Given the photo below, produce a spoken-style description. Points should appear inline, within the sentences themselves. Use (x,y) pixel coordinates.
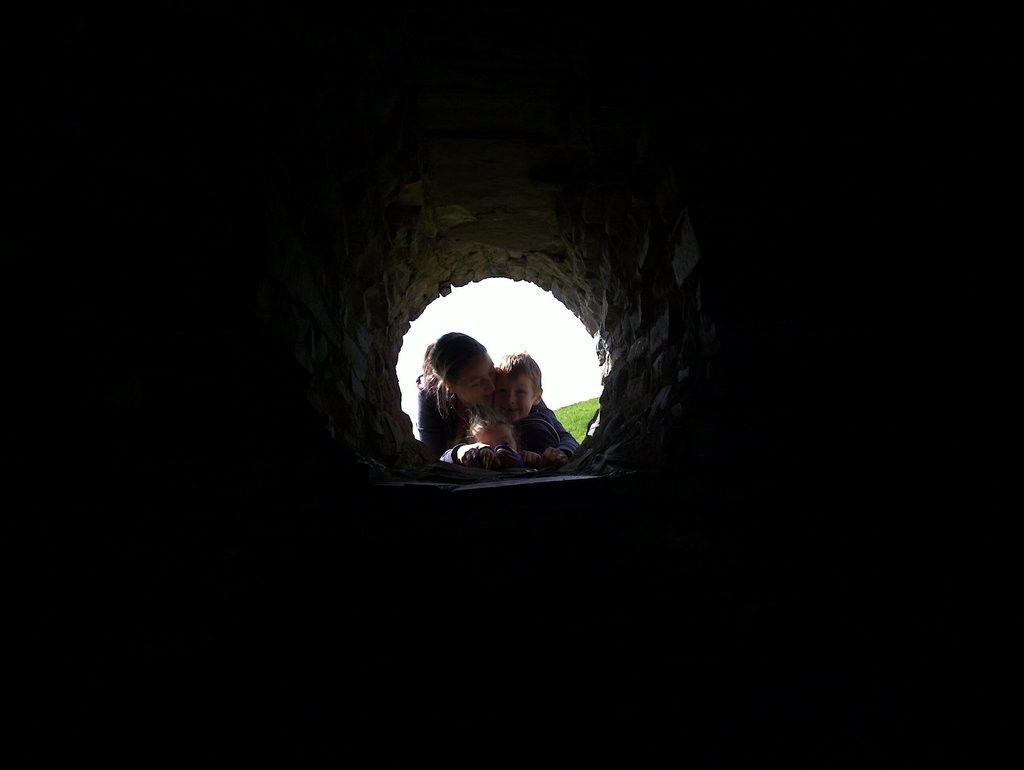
In this picture I can observe a woman (442,401) and two kids (498,426) in front of a tunnel (437,213). In the background (473,312) there is sky (515,339).
